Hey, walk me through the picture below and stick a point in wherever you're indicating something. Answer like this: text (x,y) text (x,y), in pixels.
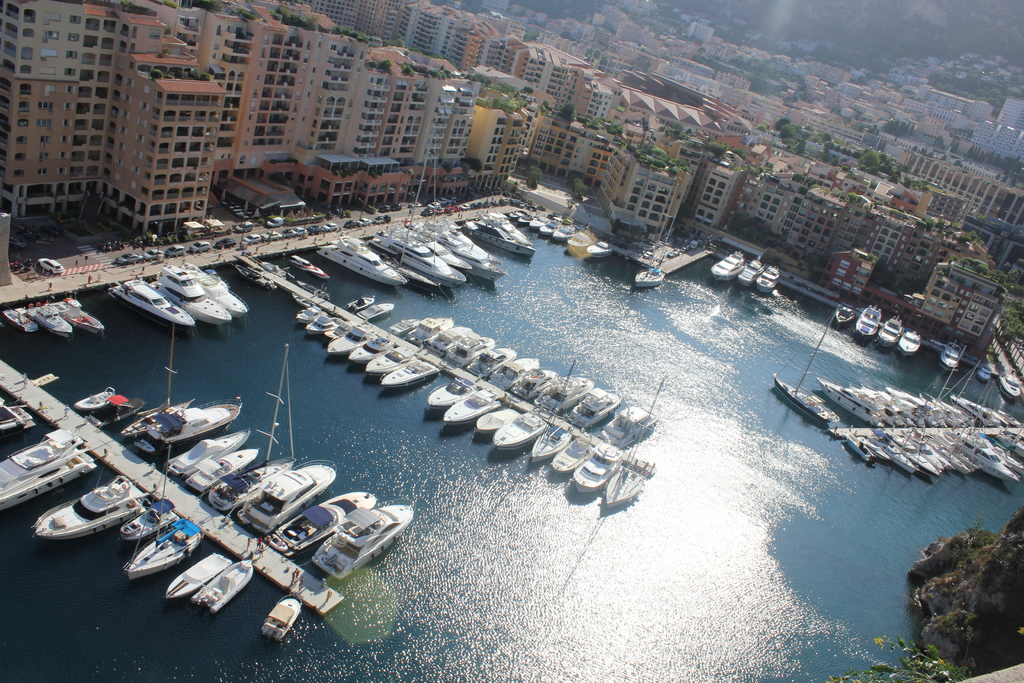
In this picture we can see there are boats (341,341) and piers (38,398) on the water (64,388). At the bottom right corner of the image (951,625), it looks like a hill (970,603). Behind the boats (379,274) there are buildings (287,56), trees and there are some vehicles (53,263) on the road (495,194).
